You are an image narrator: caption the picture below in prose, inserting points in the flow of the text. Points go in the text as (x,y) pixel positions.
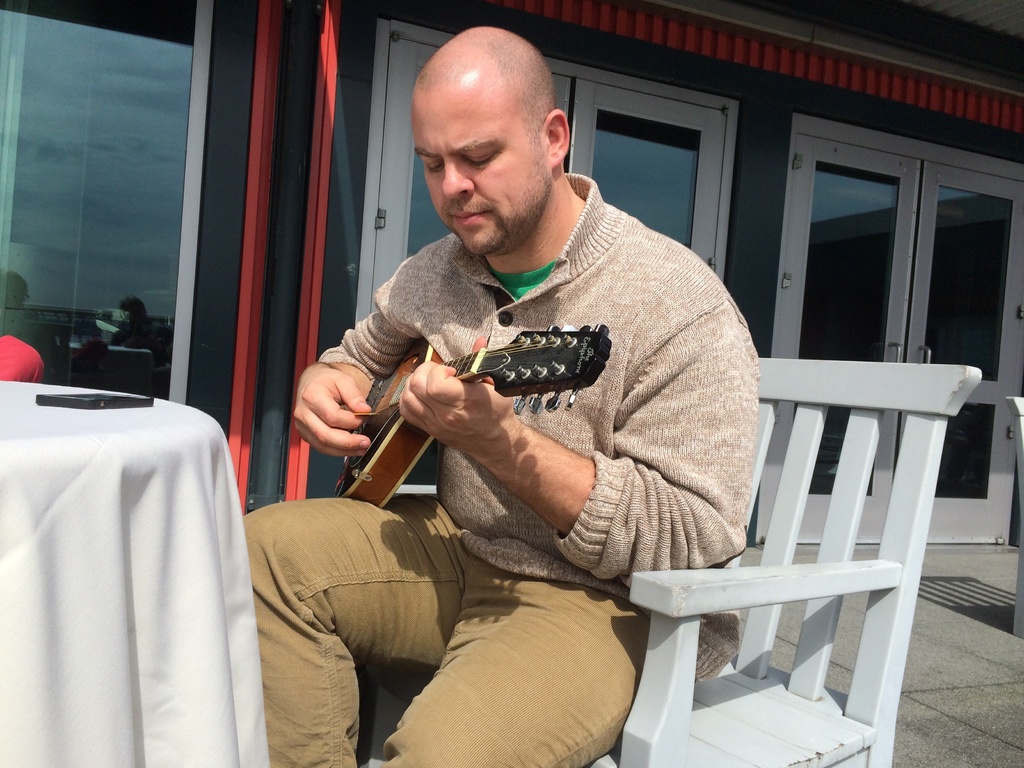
In this image I can see the person (535,434) sitting on the chair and holding the musical instrument (389,409). In-front of the person (419,411) I can see the black color object (77,402) on the table (66,473). In the background (263,155) I can see the building (566,55) with glass doors (701,254). In the glass (120,209) I can see the reflection (91,241) of the sky (91,241).
